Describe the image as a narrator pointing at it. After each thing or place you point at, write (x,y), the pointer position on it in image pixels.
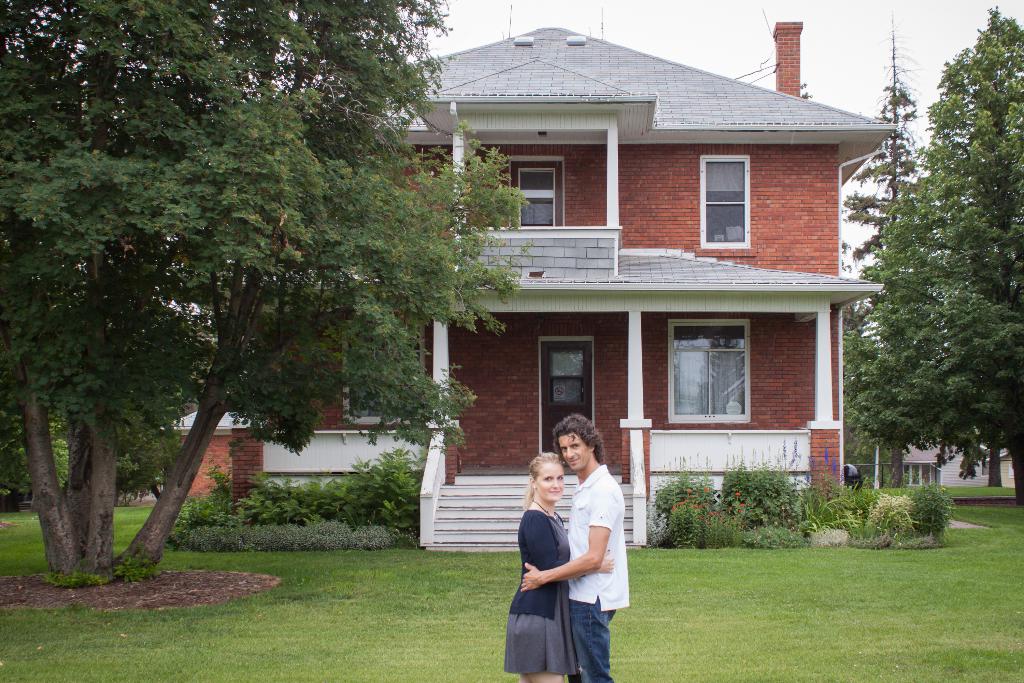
In the middle of the image (592,428) two persons (618,518) are standing and smiling. Behind them there is grass (216,607) and plants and trees (244,347) and building (736,155). At the top of the image (972,4) there is sky (928,17).
